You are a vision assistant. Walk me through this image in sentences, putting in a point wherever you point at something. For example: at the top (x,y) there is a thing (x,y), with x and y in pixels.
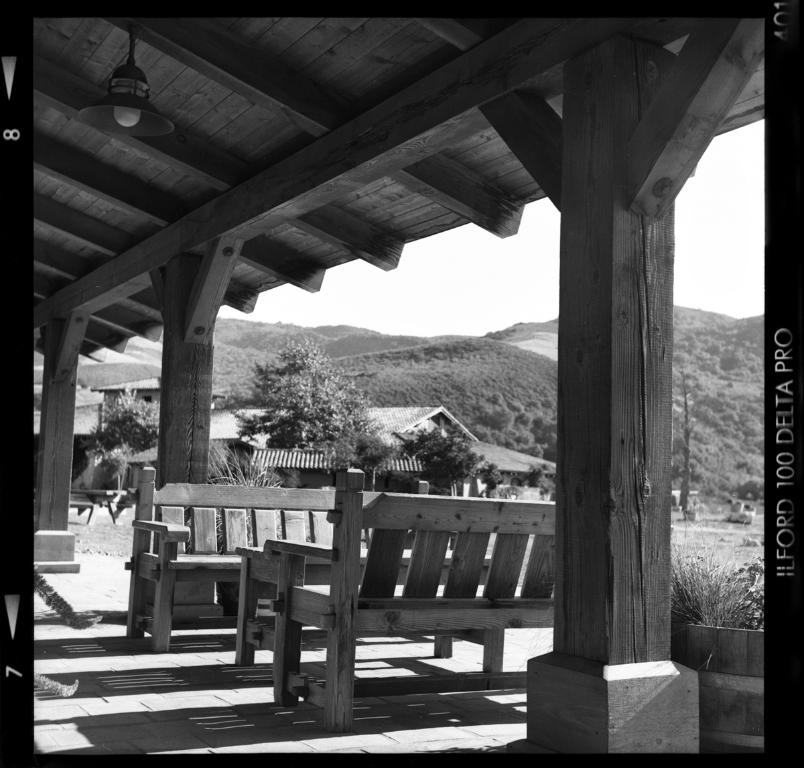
In the image in the center, we can see benches (446,508), pillars (588,374), roof (216,194) and lamp (135,134). In the background (542,278) we can see the sky (472,296), clouds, trees (512,435), hills (438,351), trees (429,450), buildings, plants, grass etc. And we can see black color border (11,765) around the image.
